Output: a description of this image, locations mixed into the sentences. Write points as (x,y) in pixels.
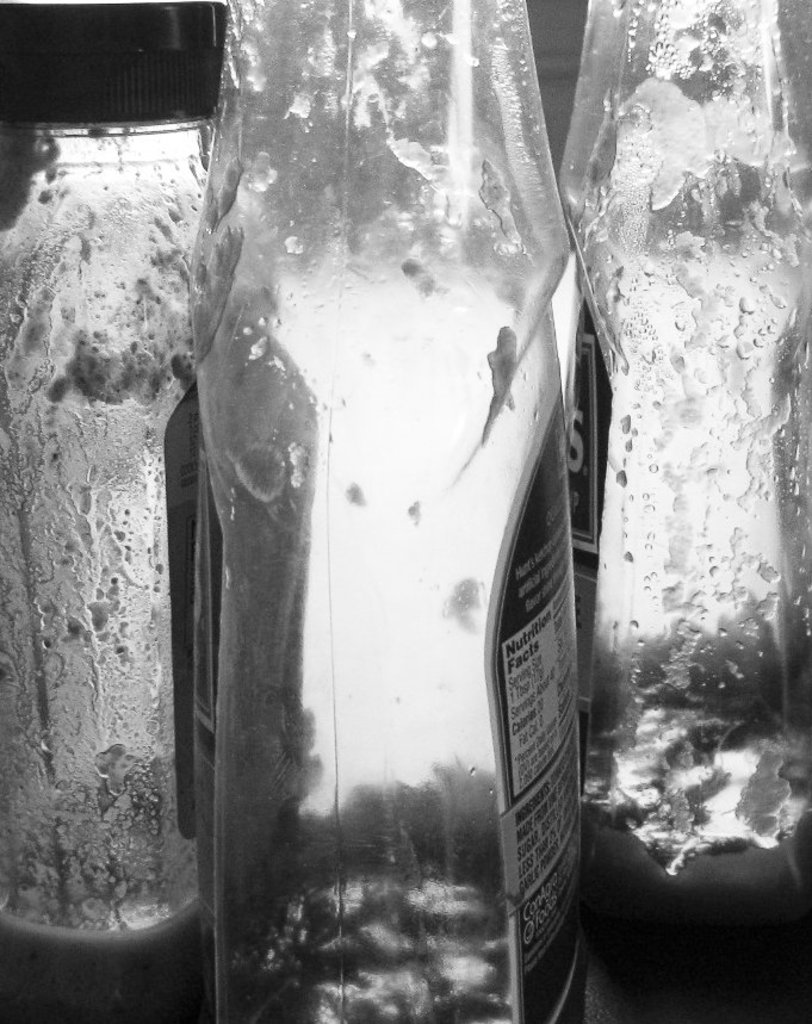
In this image there are three bottles (278,648) in black and white. All the bottles (244,589) are empty. Each of the bottle (475,395) are labelled and some text (527,603) printed on those labels (541,537).
